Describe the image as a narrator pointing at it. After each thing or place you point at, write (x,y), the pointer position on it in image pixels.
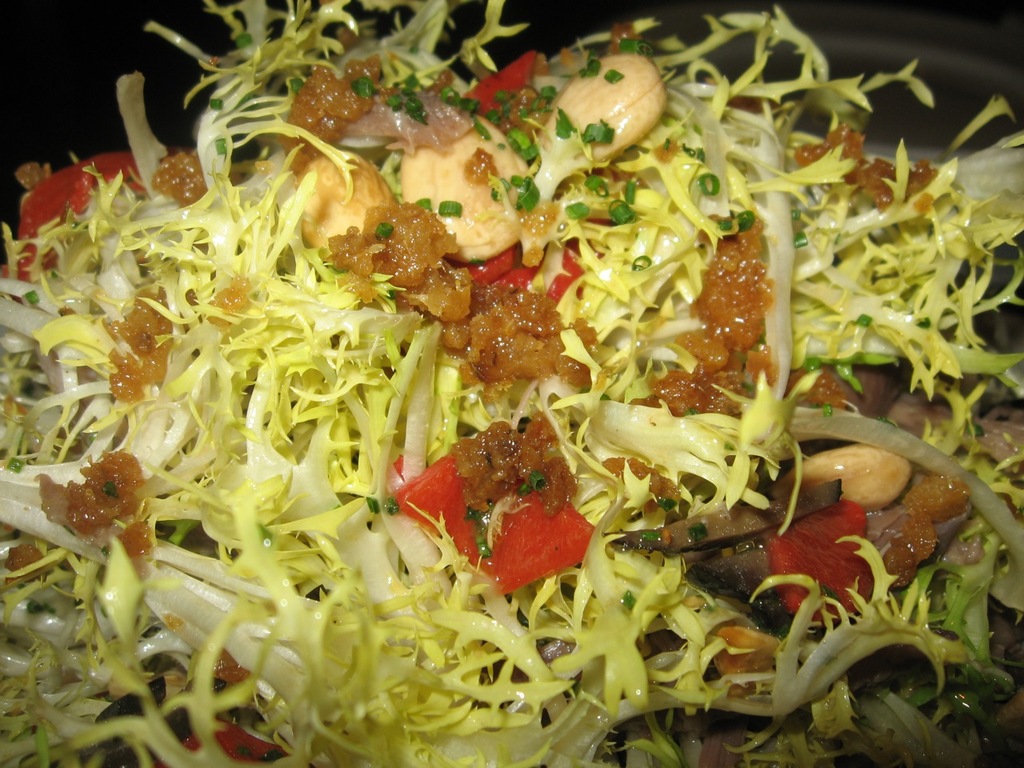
In the picture there is some cooked food item (500,273).
